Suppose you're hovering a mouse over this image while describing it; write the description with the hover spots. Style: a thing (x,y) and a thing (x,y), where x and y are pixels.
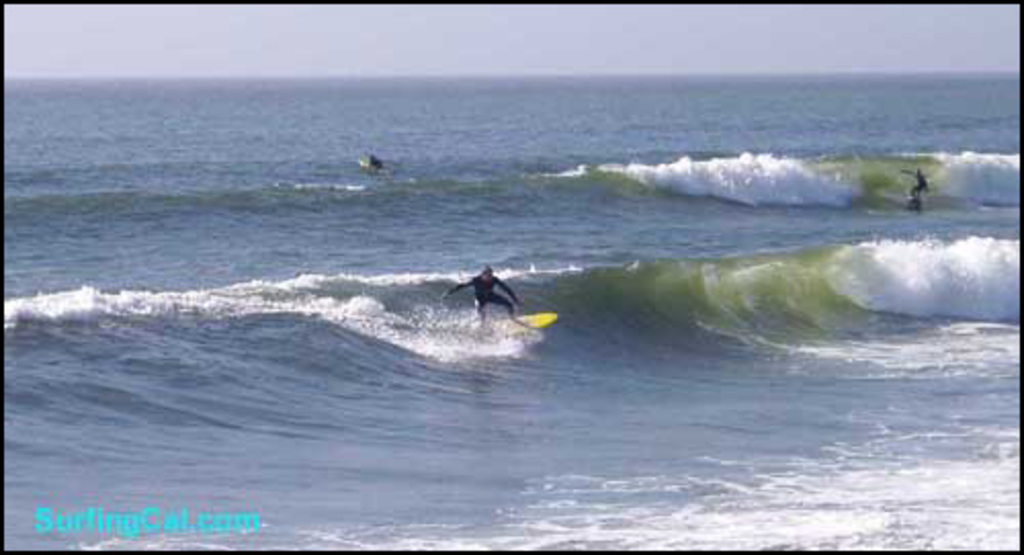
This image is taken outdoors. At the top of the image (358,23) there is the sky (598,40) with clouds (754,41). At the bottom of the image (393,384) there is a sea (473,401) with waves (658,289). In the middle of the image (488,285) a man (488,285) is surfing on the sea (548,309) with a surfing board (543,324). On the right side of the image (922,201) a man (919,187) is surfing on the sea (955,214) with a surfing board (909,198).
